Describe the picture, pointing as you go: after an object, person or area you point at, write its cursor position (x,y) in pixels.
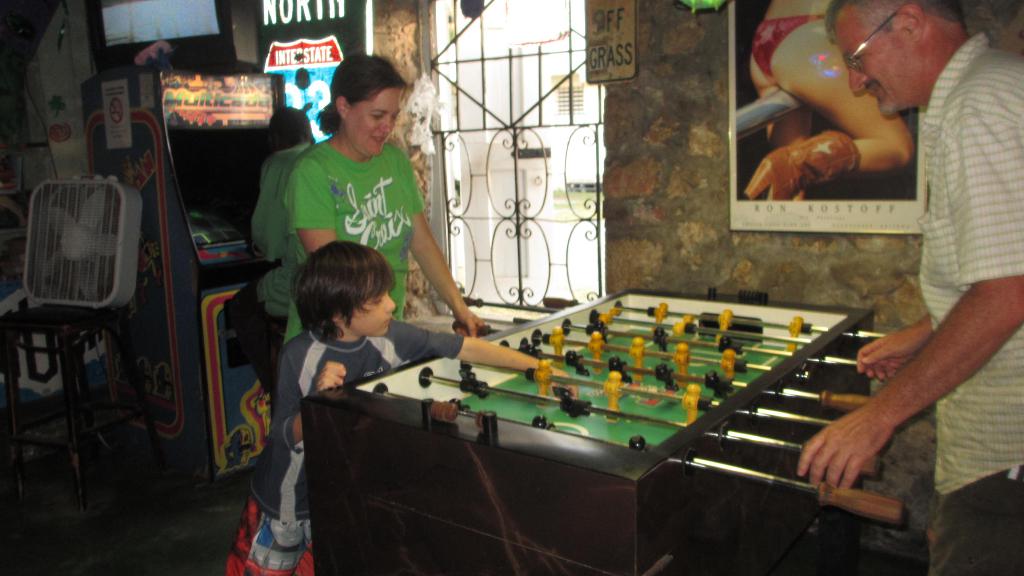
In this image, we can see people (387,294) playing soccer and in the background (776,99), there is a frame (744,67) placed on the wall (684,85) and we can see a window (475,86). There is a fan (71,251) placed on the chair (64,362) and we can see a machine (206,164).
